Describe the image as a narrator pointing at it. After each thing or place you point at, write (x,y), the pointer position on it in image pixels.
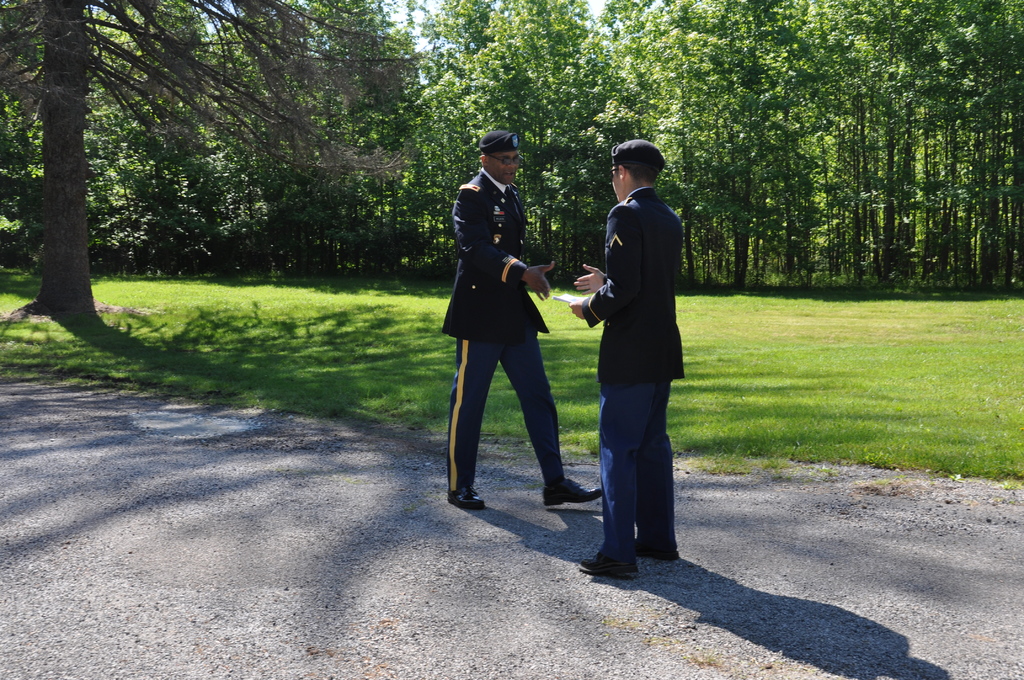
In the image there are two officers (511,346) shaking hands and behind them there are trees (439,166) on the grassland (312,368).
